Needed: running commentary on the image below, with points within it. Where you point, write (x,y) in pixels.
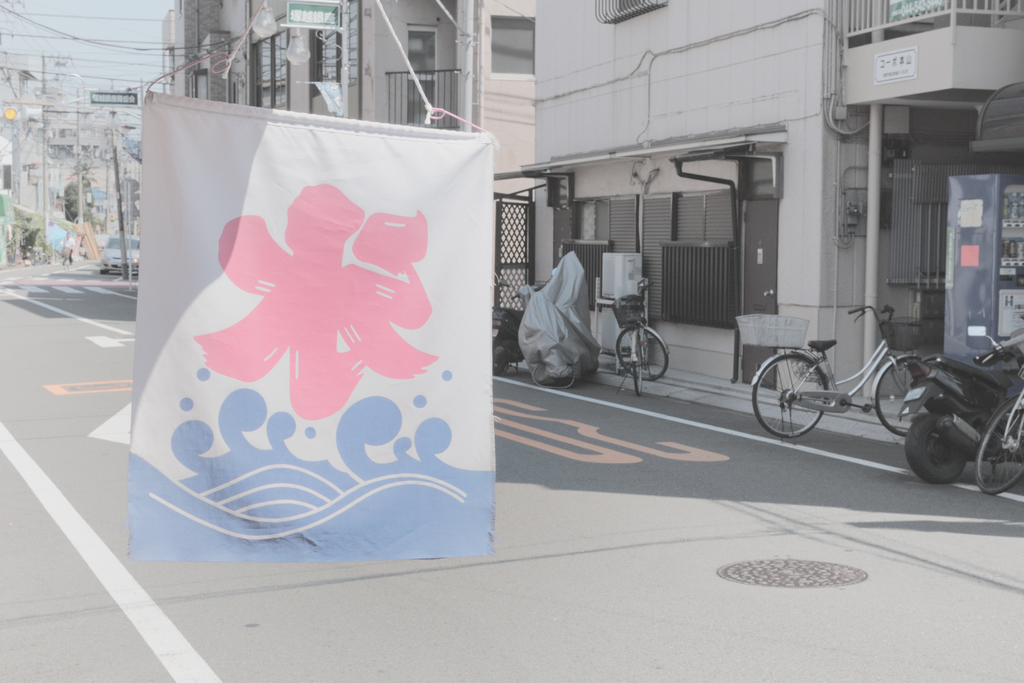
We can see banner (268,133) with ropes (437,110) and we can see road (684,592) and vehicles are parking on the surface (848,473). In the background (418,45) we can see buildings (199,24), wires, boards (330,15), windows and sky (126,54).
